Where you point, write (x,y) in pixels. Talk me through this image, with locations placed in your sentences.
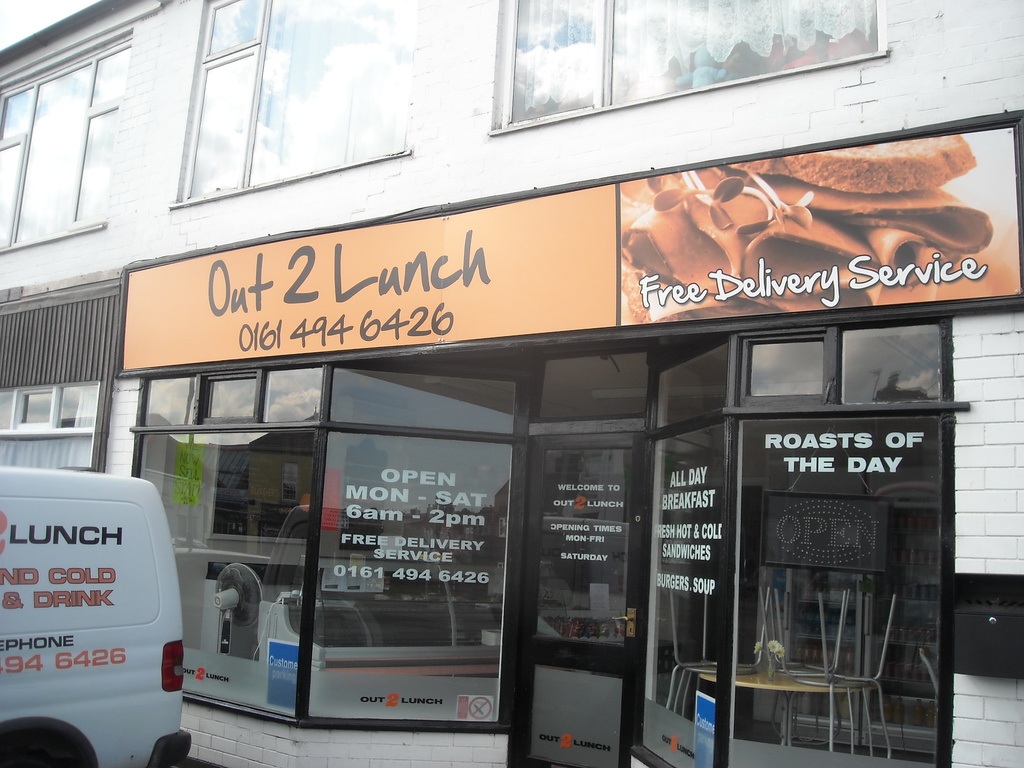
This picture is mainly highlighted with a building (289,62). We can see the windows (527,105), hoarding board (1000,154), glass walls (269,576). On the glass walls (390,592) we can see some information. Through glass (933,688) we can see the stools (882,651) placed on the table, we can see a table fan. On the left side of the picture (100,635) we can see a vehicle (153,688).
